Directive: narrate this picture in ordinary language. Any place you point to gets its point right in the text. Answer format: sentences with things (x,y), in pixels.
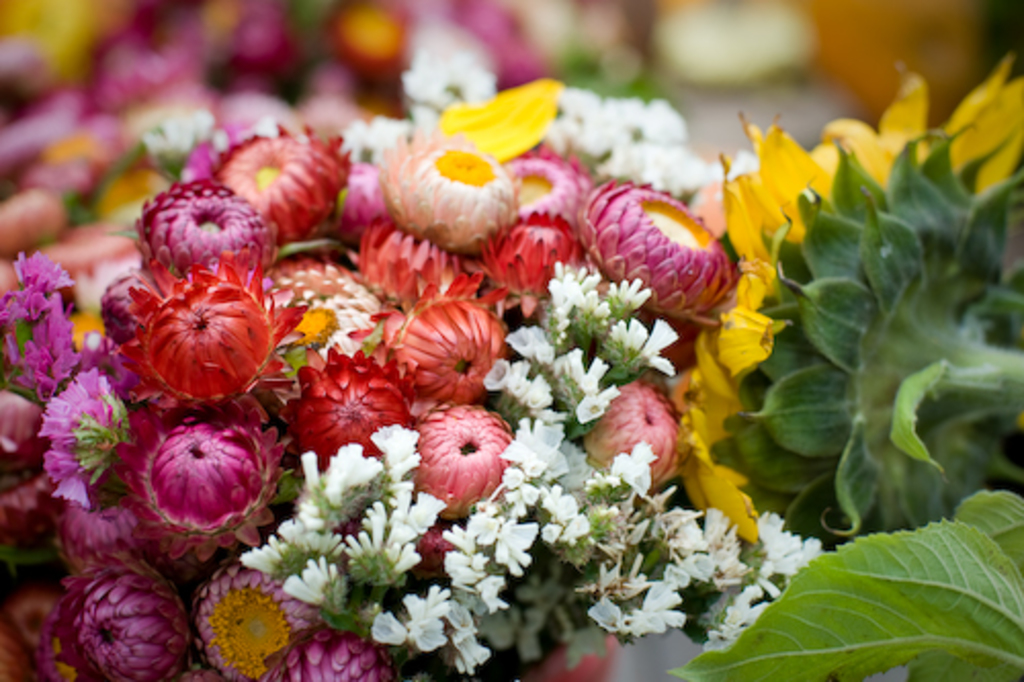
In this picture we can see different kinds of flowers (418,392) and leaves (887,580). Behind the flowers (393,382) there are blurred things (774,107).
